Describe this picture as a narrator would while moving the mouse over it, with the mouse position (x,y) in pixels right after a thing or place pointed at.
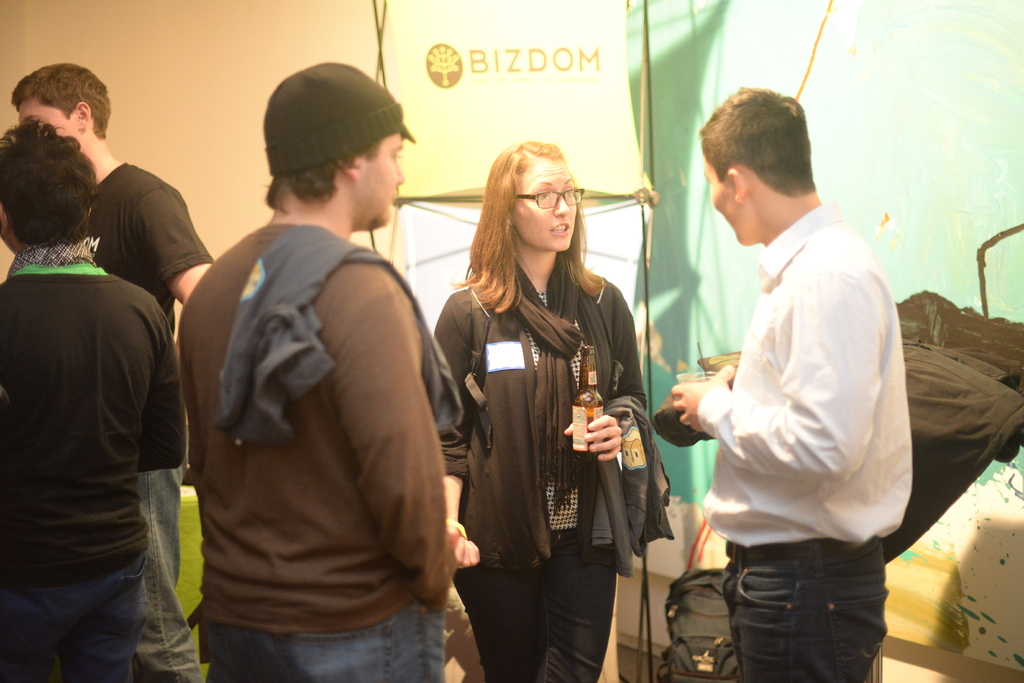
In the center of the image (492,424) we can see a few people (358,502) are standing. Among them, we can see two people (830,402) are holding some objects (634,410). And the middle person (439,421) is wearing a hat (341,100). In the background (622,153) there is a wall (145,48), banner (631,184), backpack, black color object (946,432) and a few other objects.
